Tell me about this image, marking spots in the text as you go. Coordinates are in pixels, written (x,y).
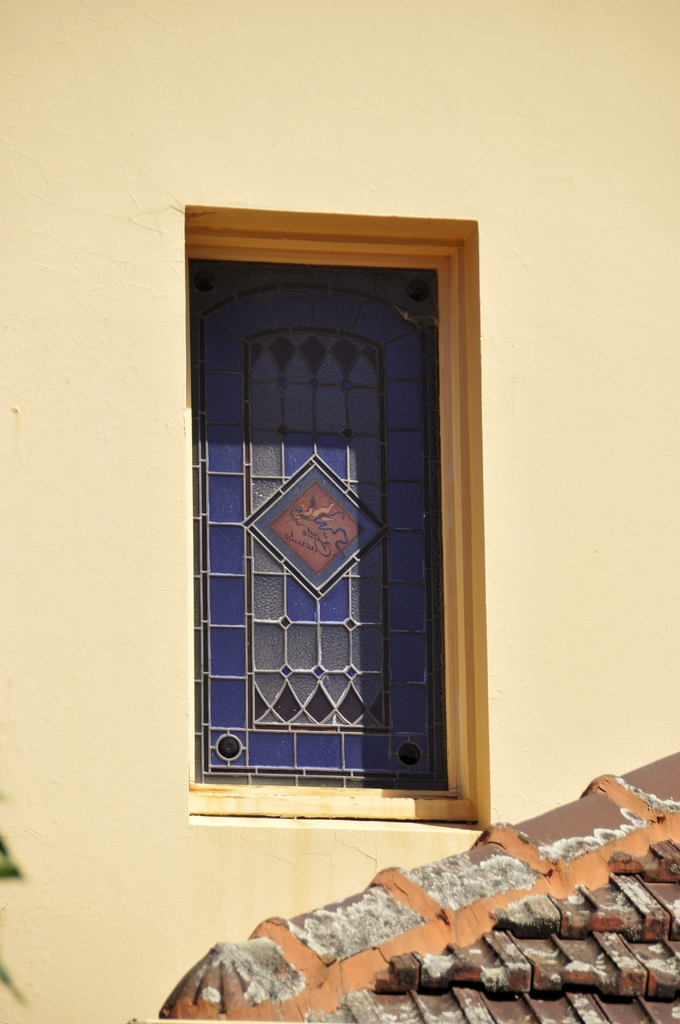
In this image we can see a wall (94,365), window (332,295) and a roof (499,948) of a house (461,934).
